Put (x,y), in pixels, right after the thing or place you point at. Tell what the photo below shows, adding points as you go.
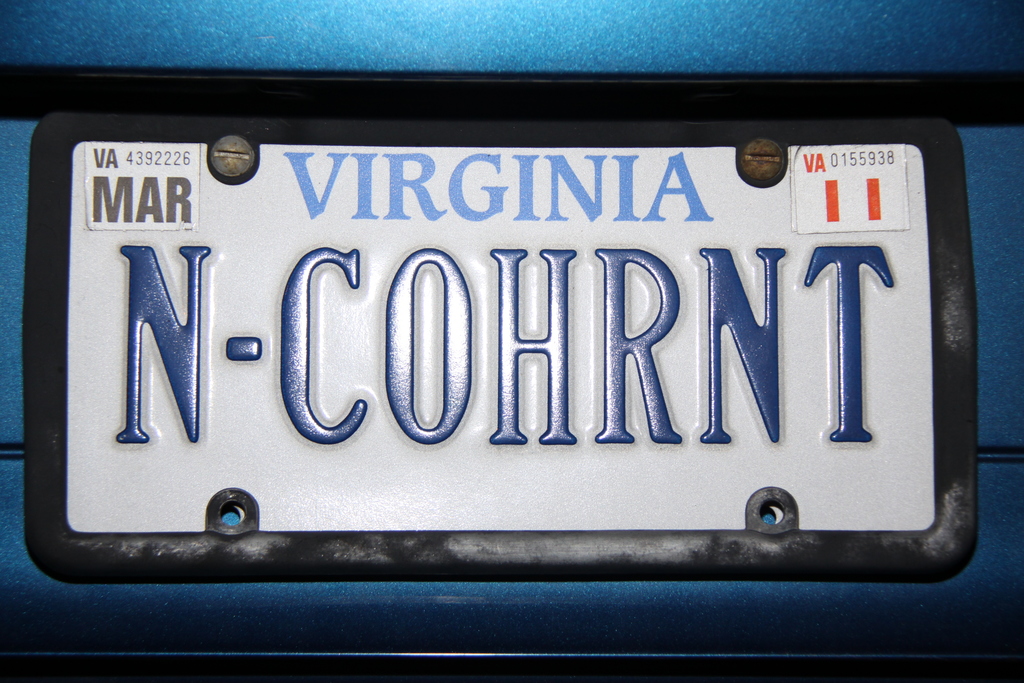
In this image there is a vehicle registration plate (484,356) on which text (617,342) is written.
